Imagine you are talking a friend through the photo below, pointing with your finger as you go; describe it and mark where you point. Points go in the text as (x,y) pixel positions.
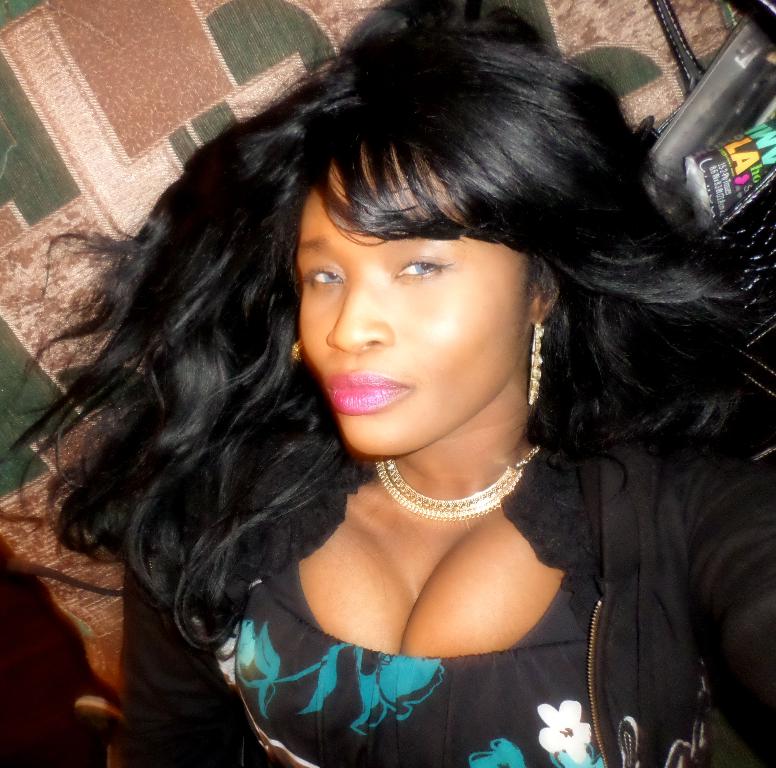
There is a woman (610,244) in black color dress (686,685) lying on a sofa (164,158). On which, there are other objects (712,190).
